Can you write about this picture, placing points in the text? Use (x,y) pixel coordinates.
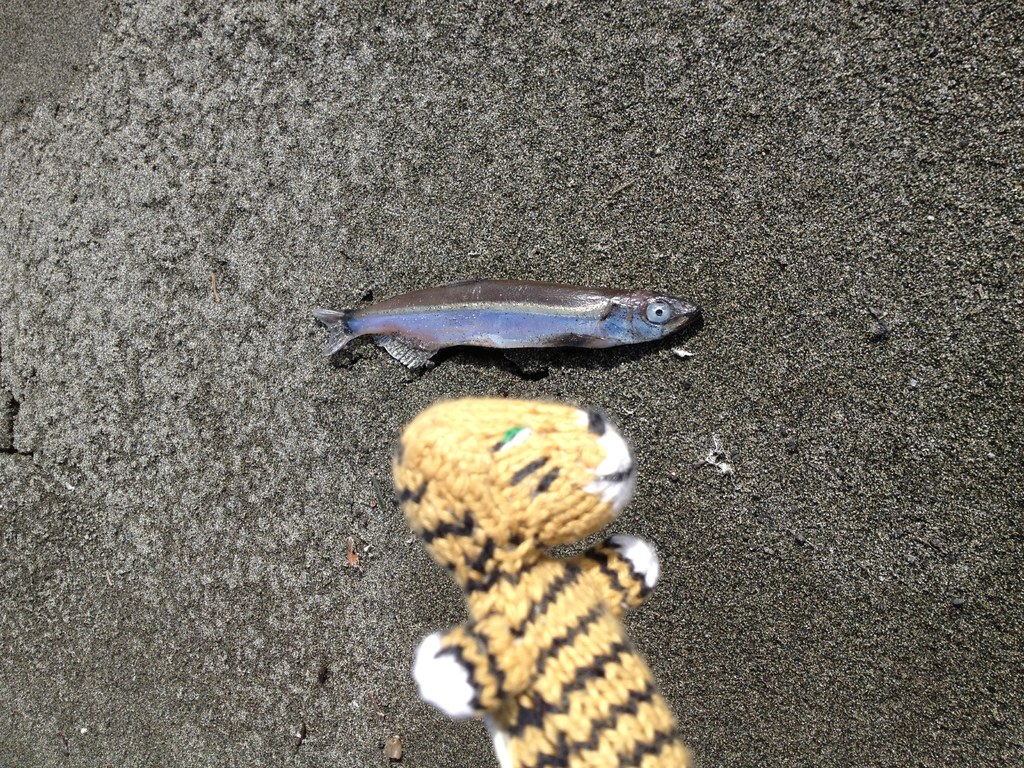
In the middle of the picture (616,335), we see a silver color fish (429,306). At the bottom of the picture (549,560), we see a toy (489,547) in yellow and white color. In the background (302,410), we see the sand (829,523) in grey color.
